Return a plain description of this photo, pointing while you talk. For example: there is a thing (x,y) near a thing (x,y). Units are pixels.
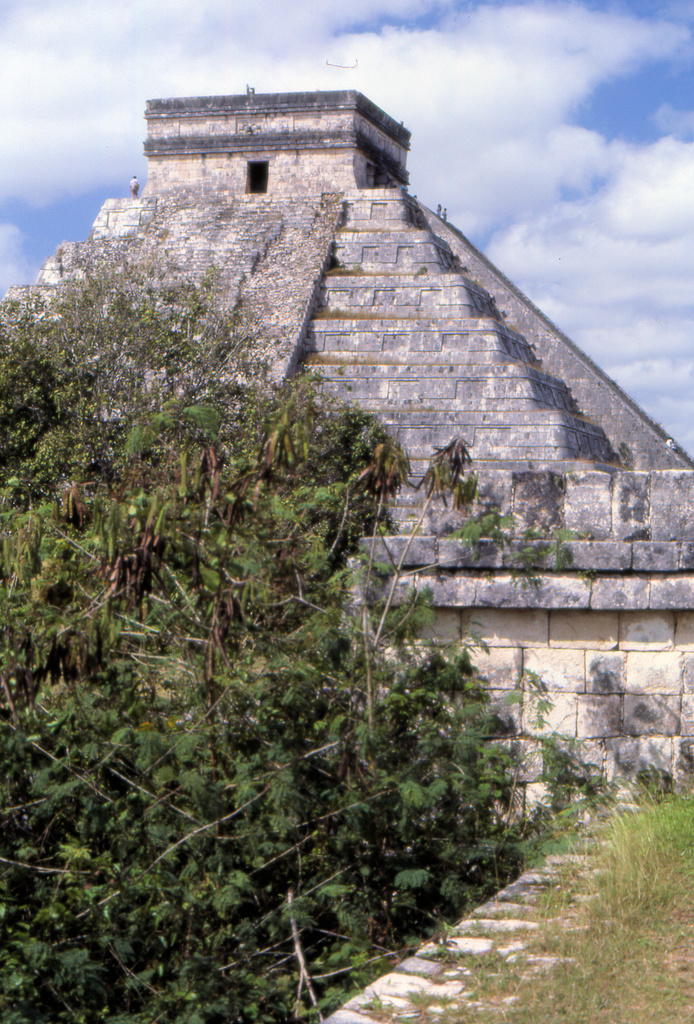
In this image in front (256,532) there are trees (293,528). In the center of the image (427,581) there is a building (502,626). On the right side of the image (645,911) there is grass (636,924) on the surface (649,948). In the background of the image (619,208) there is sky (605,203).
